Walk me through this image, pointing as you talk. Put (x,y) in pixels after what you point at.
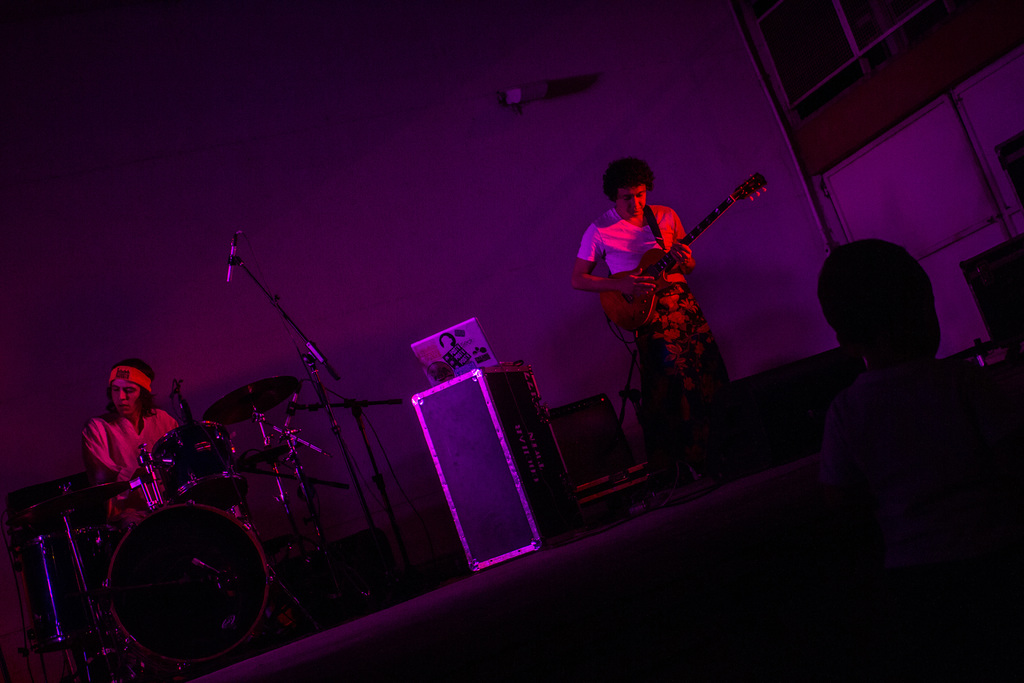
Two men (669,314) are performing music on a stage (419,587). In them a man (664,241) is playing guitar (664,267) and the other is playing drums (200,554).
